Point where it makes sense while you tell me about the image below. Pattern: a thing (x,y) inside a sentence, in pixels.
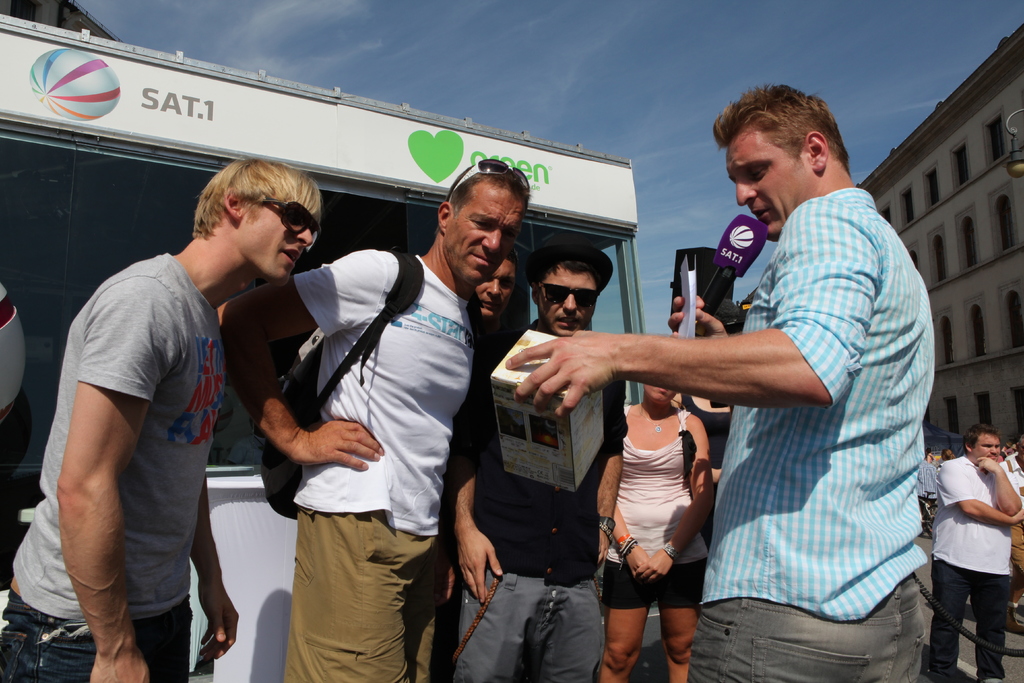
In this image there is person (771,376) holding mic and box (556,356) in his hand (566,347), in front of him there are three man (477,531) and woman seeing that box (550,410), beside them there is a stall (75,132), in the right side (941,503) there are people (996,484) standing and there is a building (1023,235) in the background (130,13) there is blue sky (633,145).
